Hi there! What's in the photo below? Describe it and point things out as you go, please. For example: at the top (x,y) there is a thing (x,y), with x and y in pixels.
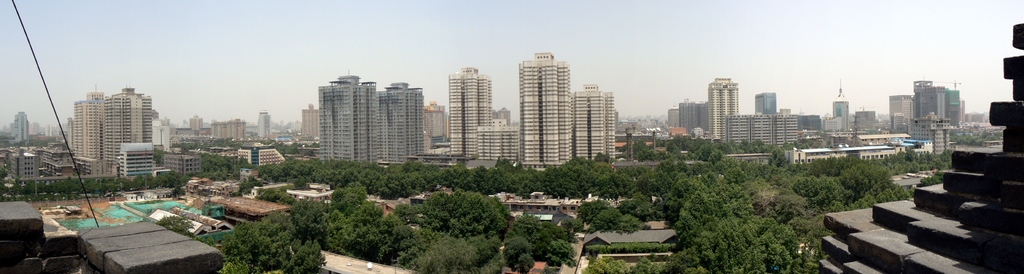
In this picture, we can see trees (287,178), buildings (386,129), skyscrapers (552,136) and sky (464,39).
